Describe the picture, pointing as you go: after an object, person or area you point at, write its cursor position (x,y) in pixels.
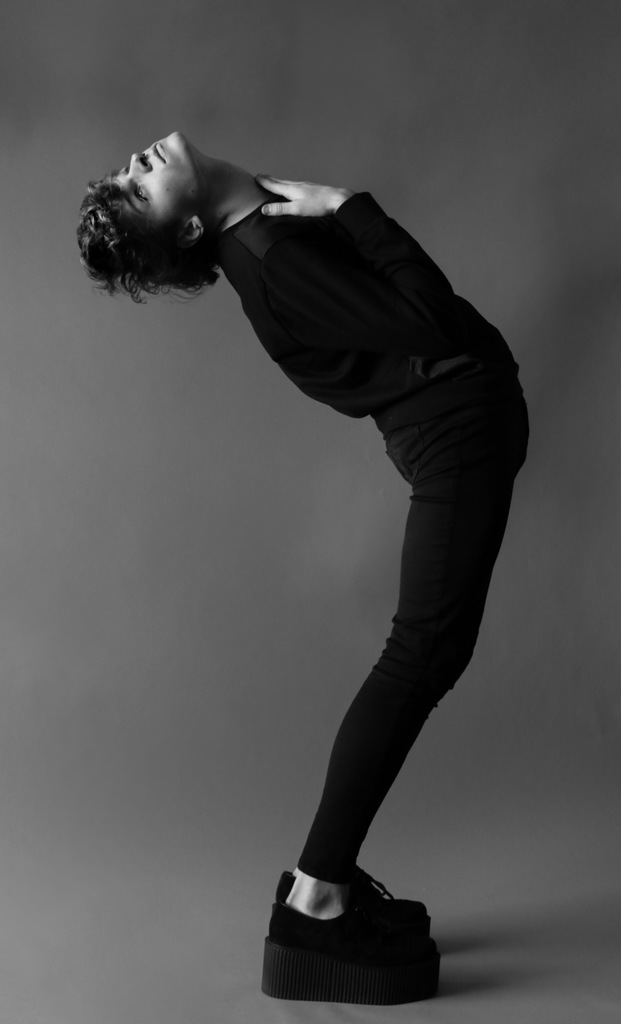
This is a black and white image. In the center of the picture (383,352) there is a person (370,323) in black dress (351,877). The background (357,648) is grey.
